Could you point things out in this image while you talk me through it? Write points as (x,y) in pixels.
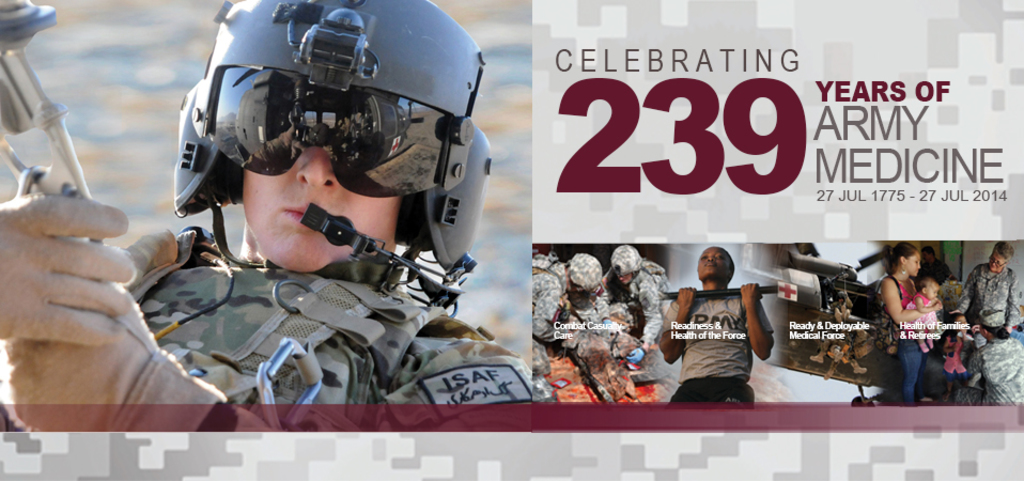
In the picture I can see people (616,318) among them the person (202,242) on the left side (293,316) is wearing a uniform (245,300), a helmet (441,71) and some other objects (297,293). On the right side of the image (723,309) I can see kids (925,319), people (906,350) and some text (603,72) written on the image.
